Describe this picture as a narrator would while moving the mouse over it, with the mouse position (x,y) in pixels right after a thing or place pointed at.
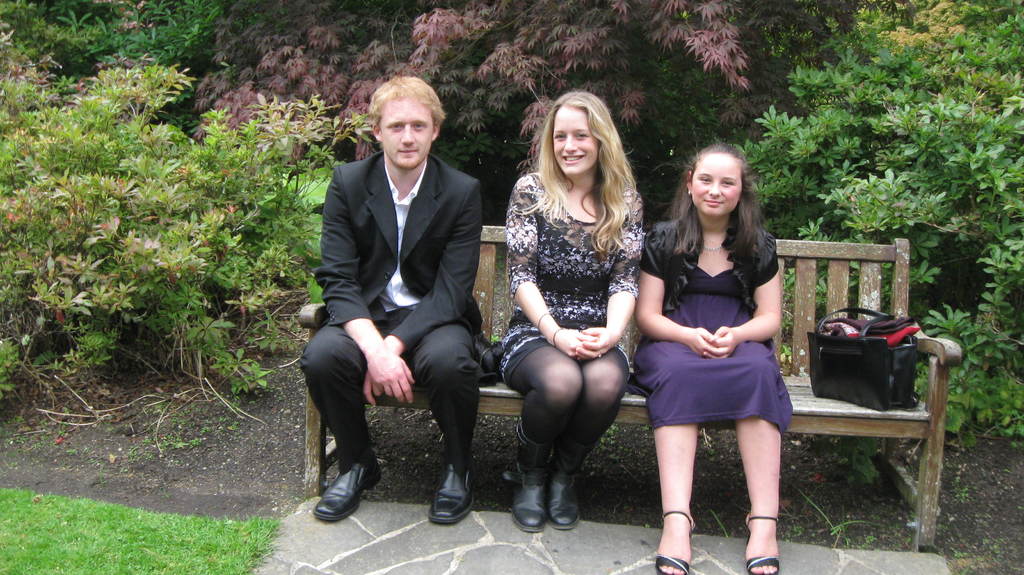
In the center of the image (579,328) we can see three people (582,316) sitting on the bench (799,397) and there is a bag (852,373) placed on the bench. In the background (81,232) there are trees (518,124). At the bottom (185,536) there is grass (170,552).
